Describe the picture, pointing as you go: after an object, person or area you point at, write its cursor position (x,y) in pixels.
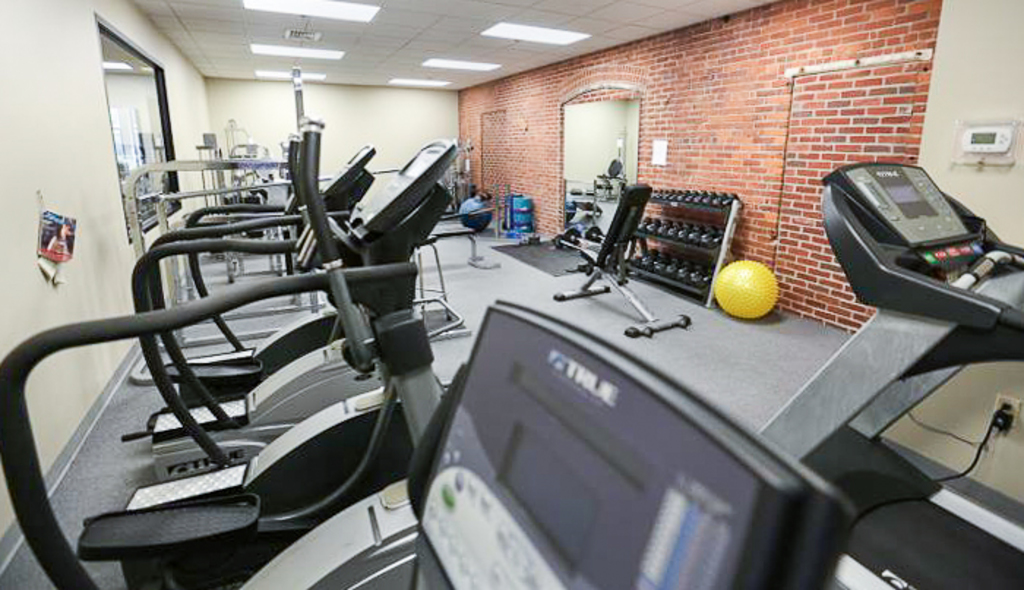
There is gym equipment (216,499) arranged on the floor (498,283) of a hall (714,313). On the left side (144,133), there is a glass window (138,133). On the right side (864,155), there is a brick wall (562,202). On the top (565,27), there are lights (343,6) attached to the white color roof (271,22). In the background (249,102), there is a wall (352,112).
